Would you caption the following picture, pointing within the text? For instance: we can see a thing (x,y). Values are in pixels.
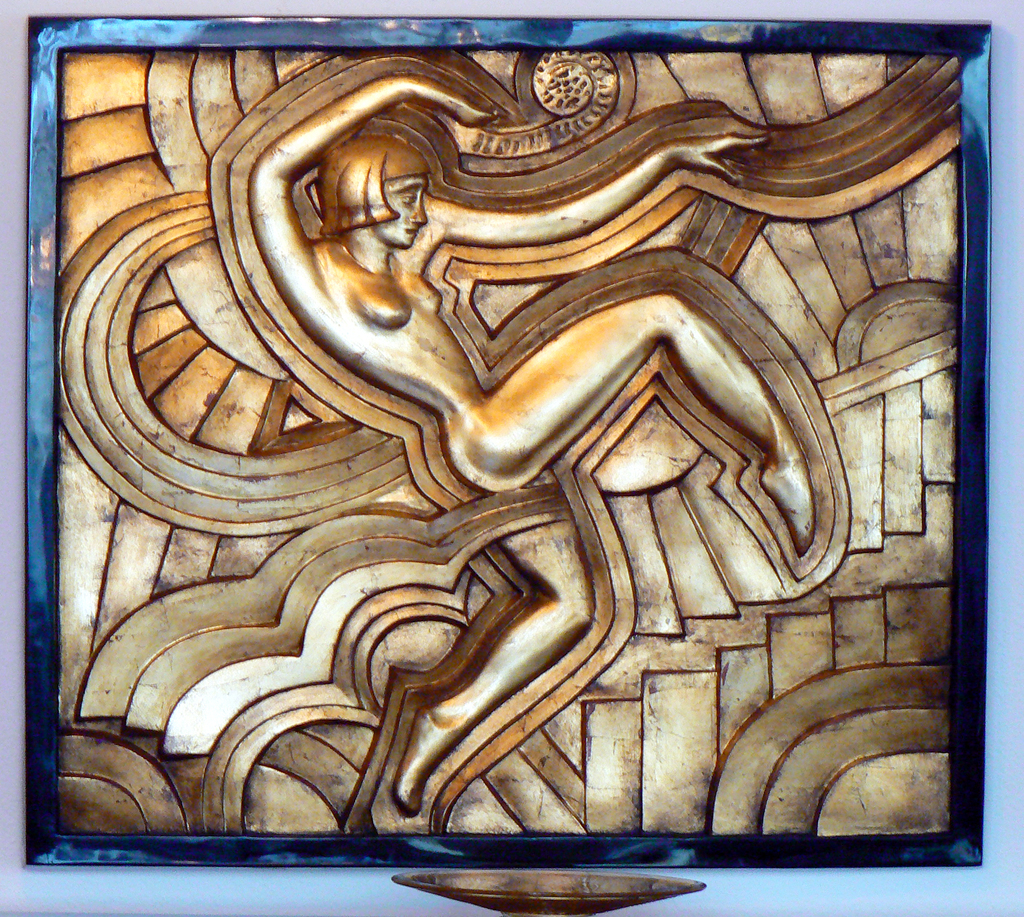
In this picture I can see there is a photo frame (75,853) placed on the wall (10,804) and there is a woman's sculpture (568,630) here and it is in golden color.
